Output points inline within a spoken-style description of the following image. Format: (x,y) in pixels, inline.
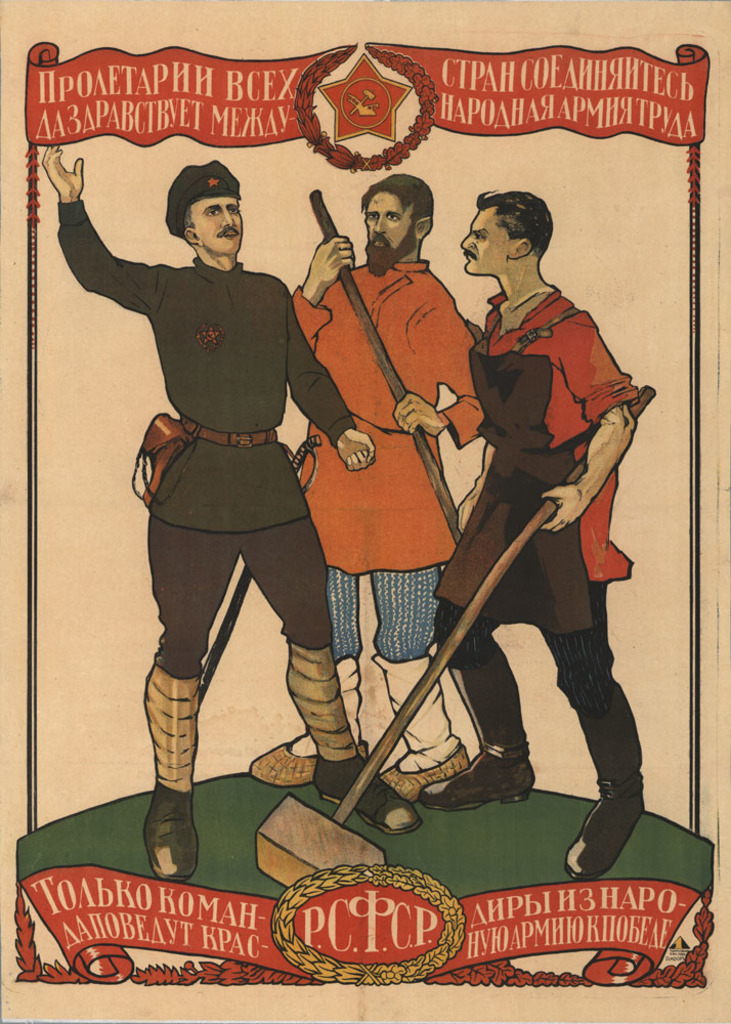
In this picture we can see a poster (428,850) of 3 men (200,230) with different jobs standing on the ground (531,853).
